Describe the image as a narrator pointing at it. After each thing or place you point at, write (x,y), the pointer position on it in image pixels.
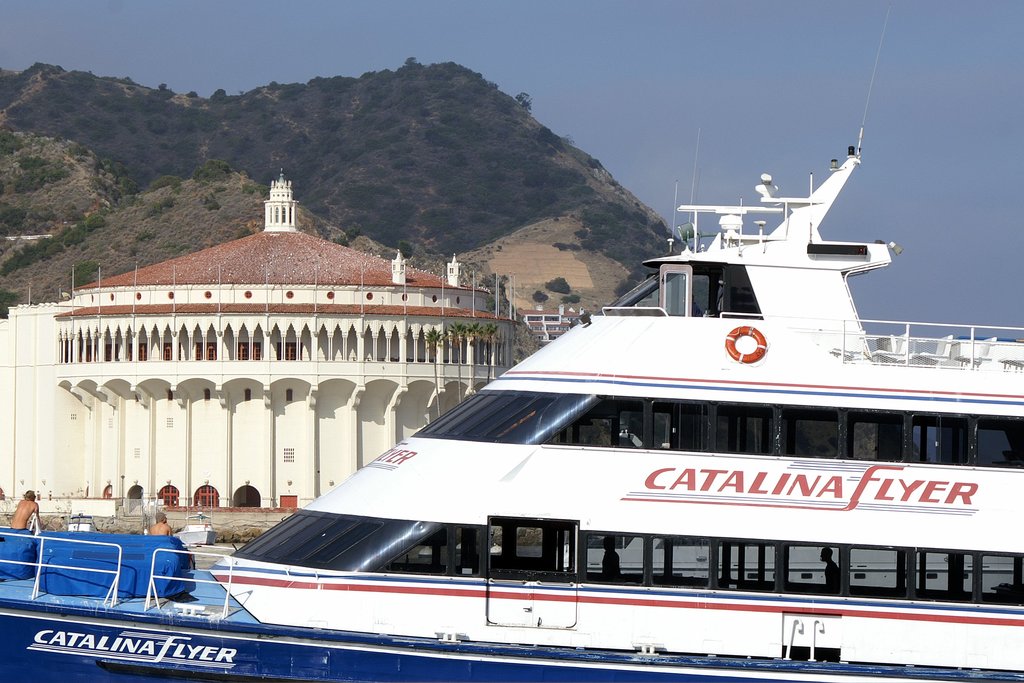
On the right side (917,324) it's a ship (555,521) which is in white color and on the left side (88,392) there is a house (266,385) on the back side (264,198) it's a hill (299,215).
